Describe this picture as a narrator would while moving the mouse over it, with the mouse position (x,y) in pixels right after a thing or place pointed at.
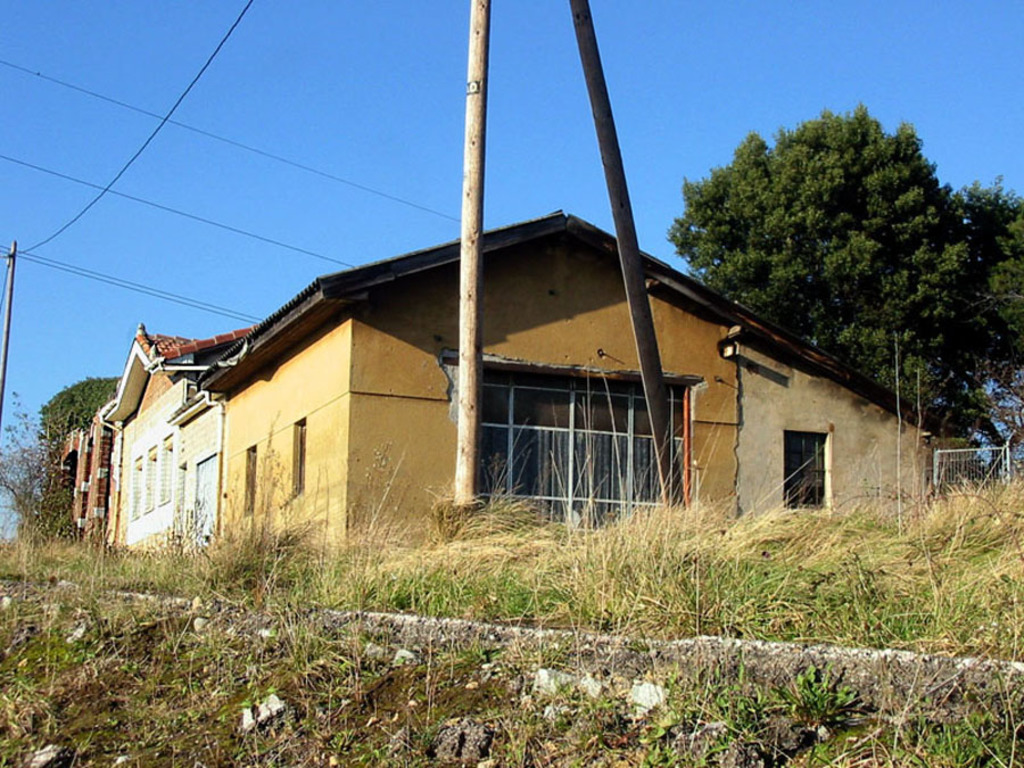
As we can see in the image there is grass (669,606), house (633,442), windows (614,411), trees (826,321) and sky (729,121).
